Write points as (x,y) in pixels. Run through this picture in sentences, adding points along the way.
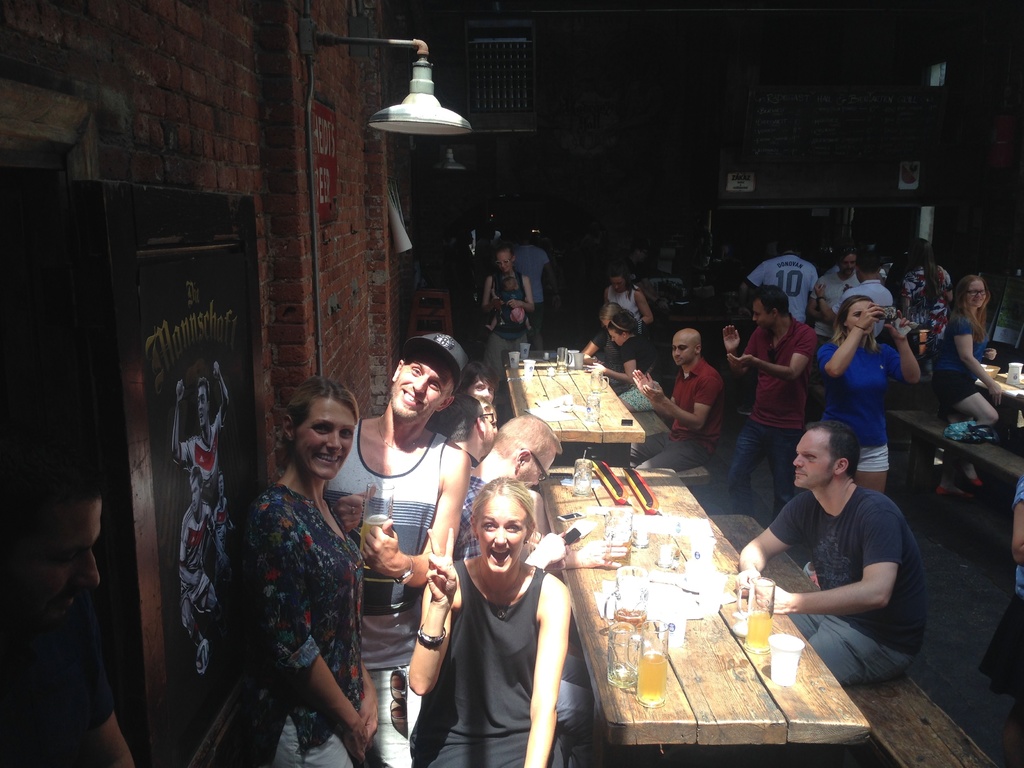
There are few people (436,360) standing and few people (690,386) sitting on the bench (864,683). These are the tables (600,419). I can see glasses (654,666), jugs (628,605) placed on the table (689,634). This is the wooden photo frame (222,217) and lamp (339,44) attached to the wall (256,77). At the background (797,125) I can see a board (749,139) with something written on it. This looks like a poster (395,204) attached to the wall (390,180).
